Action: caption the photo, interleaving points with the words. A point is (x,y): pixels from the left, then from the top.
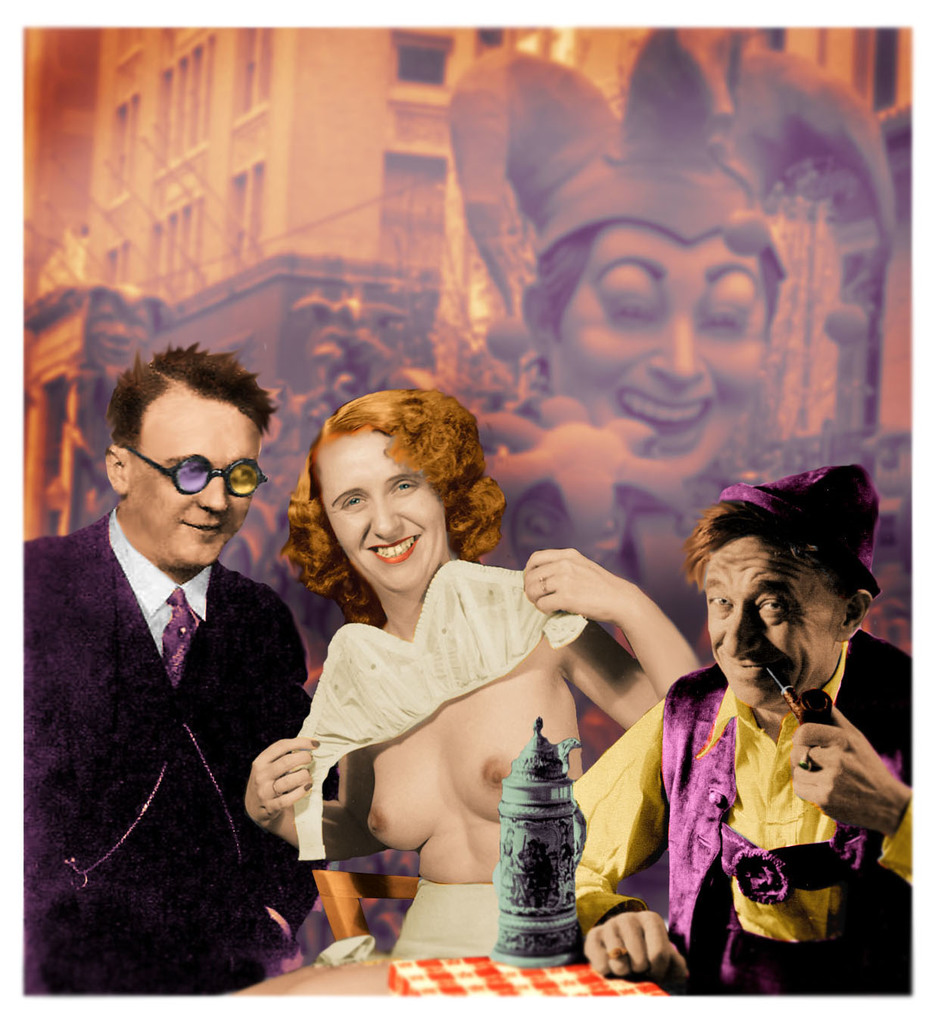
In this image we can see a lady (423,605) and two men (688,725). Man (773,707) on the right side (790,712) is holding a pipe (792,690). Near to him there is a box (521,966) and an object (527,820). On the left side (122,641) there is a man (177,552) wearing specs (195,482). In the back (389,263) there is a wall (300,192) with a buildings (337,161) and some other things (636,229).
